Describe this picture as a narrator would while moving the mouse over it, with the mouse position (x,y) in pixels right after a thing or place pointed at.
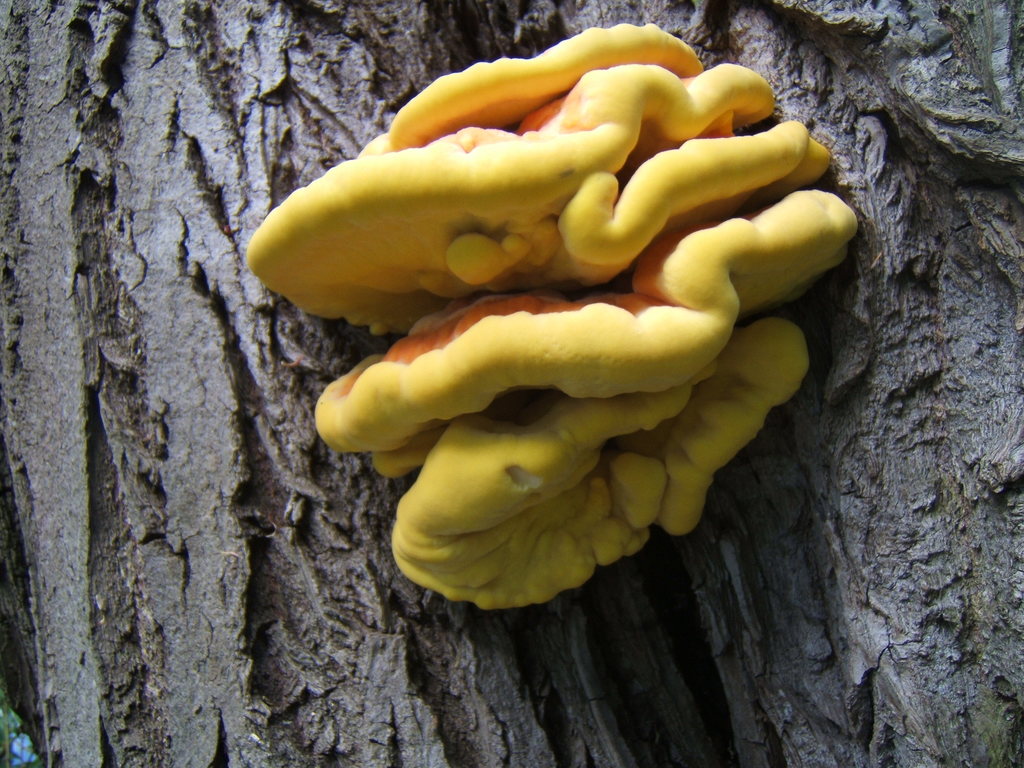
In the picture we can see a branch (668,595) of the tree (668,595) on it, we can see some mushroom (505,387) which is in the kind of a flower and yellow in color.
